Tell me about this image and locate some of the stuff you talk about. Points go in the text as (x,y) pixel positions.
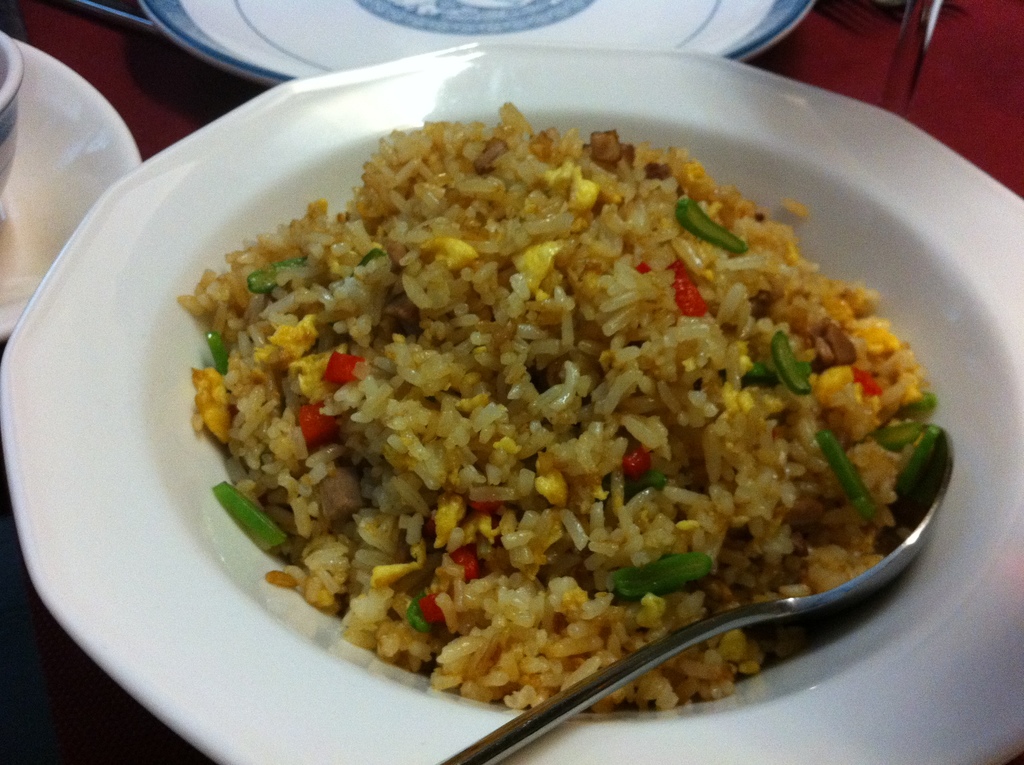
In this picture there is a plate (978,393) in the center of the image (455,273), which contains rice (344,423) in it and there is a spoon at the bottom side of the image (912,513).
